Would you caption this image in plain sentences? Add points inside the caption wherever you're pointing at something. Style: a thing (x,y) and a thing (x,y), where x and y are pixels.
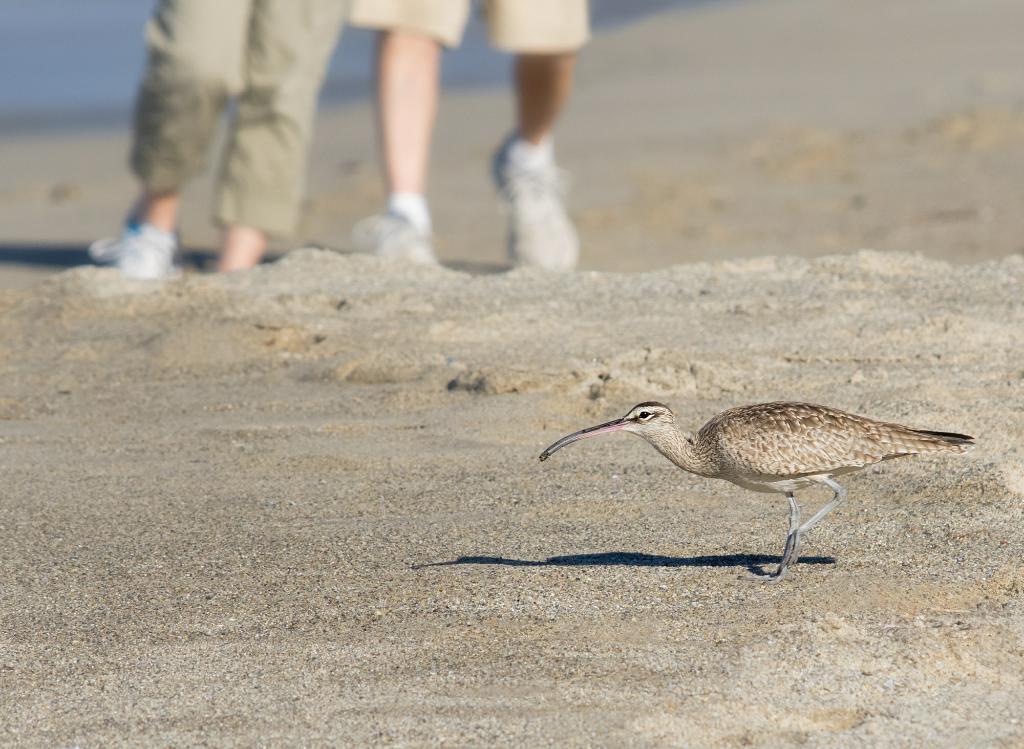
In the foreground of this image (764,448), there is a bird (832,478) on the sand (602,601). At the top (269,165), there are legs (253,154) of two people (512,143).
